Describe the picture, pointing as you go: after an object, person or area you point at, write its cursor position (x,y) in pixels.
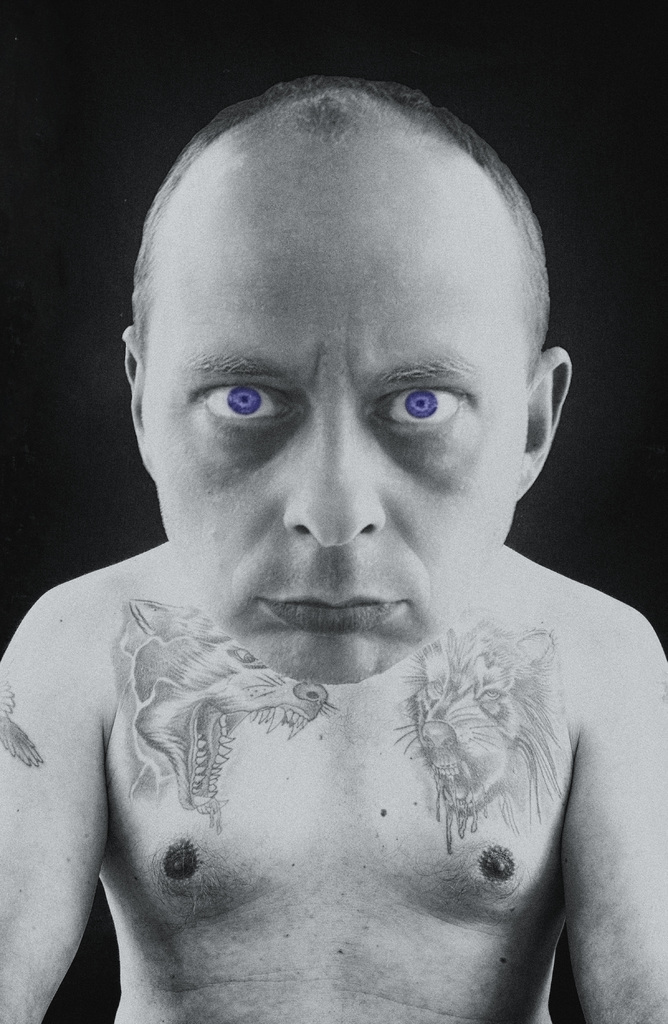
In this image there is a person (356,688) with tattoos (158,690) on his body (242,730).
